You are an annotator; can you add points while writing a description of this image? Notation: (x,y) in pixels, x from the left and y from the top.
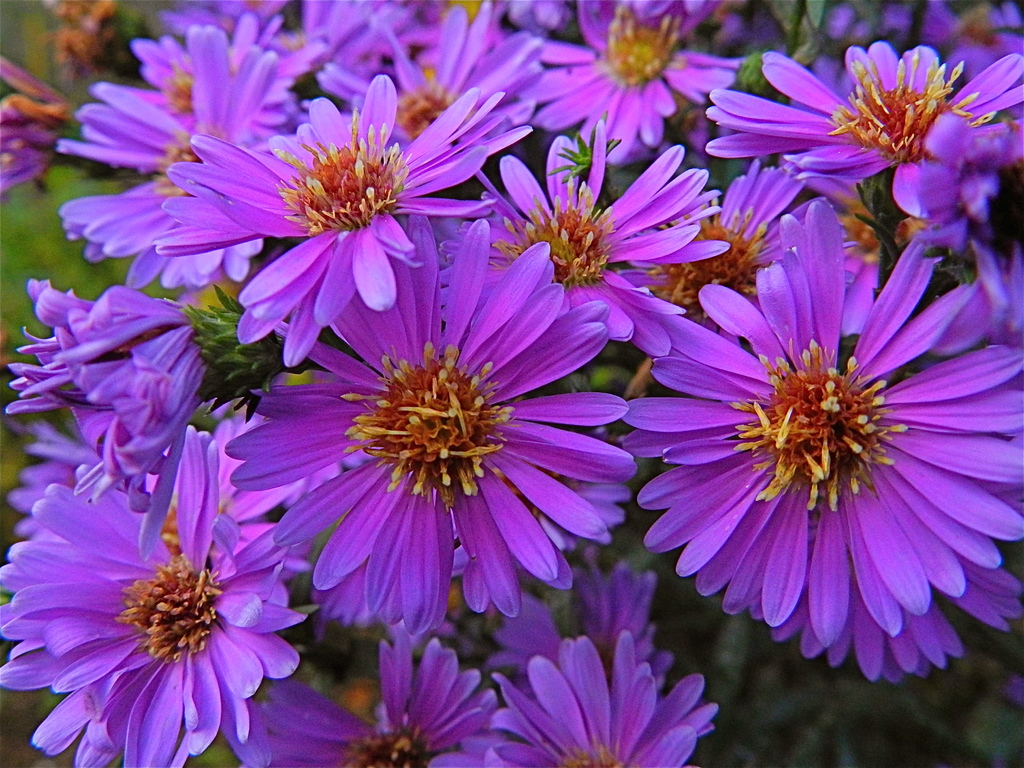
In this picture we can see flowers (556,328) and in the background (633,351) we can see plants (674,641) and it is blurry.
